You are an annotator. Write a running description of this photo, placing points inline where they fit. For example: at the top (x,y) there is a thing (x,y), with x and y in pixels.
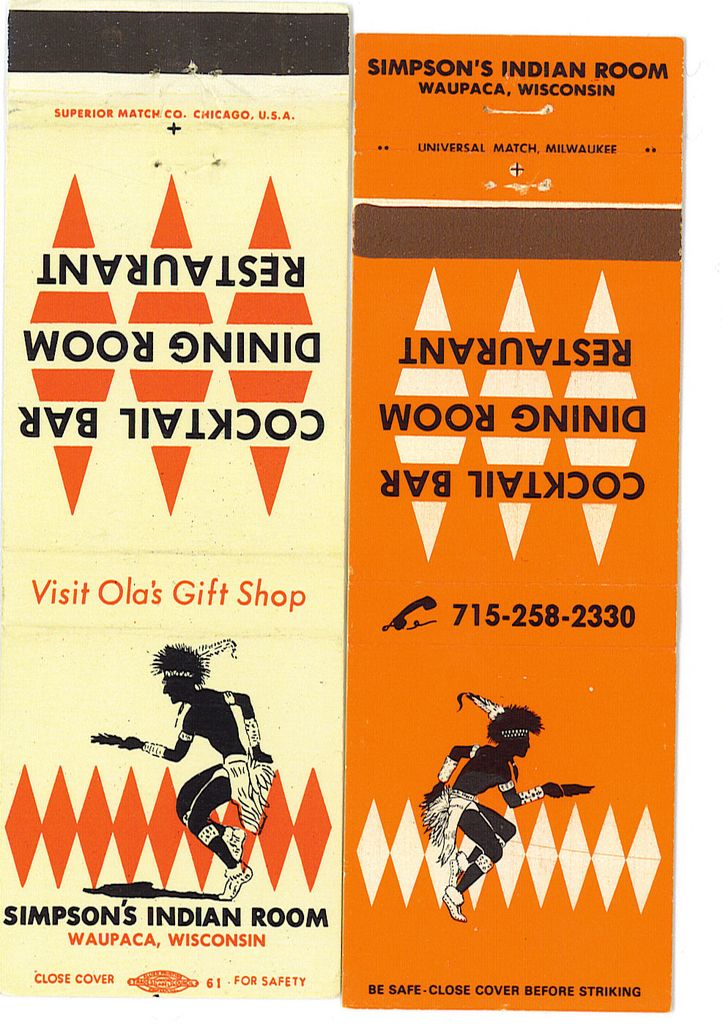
In this picture we can see posters (146,208) and on these posters (599,509) we can see two people (440,836) and some text (103,910).
